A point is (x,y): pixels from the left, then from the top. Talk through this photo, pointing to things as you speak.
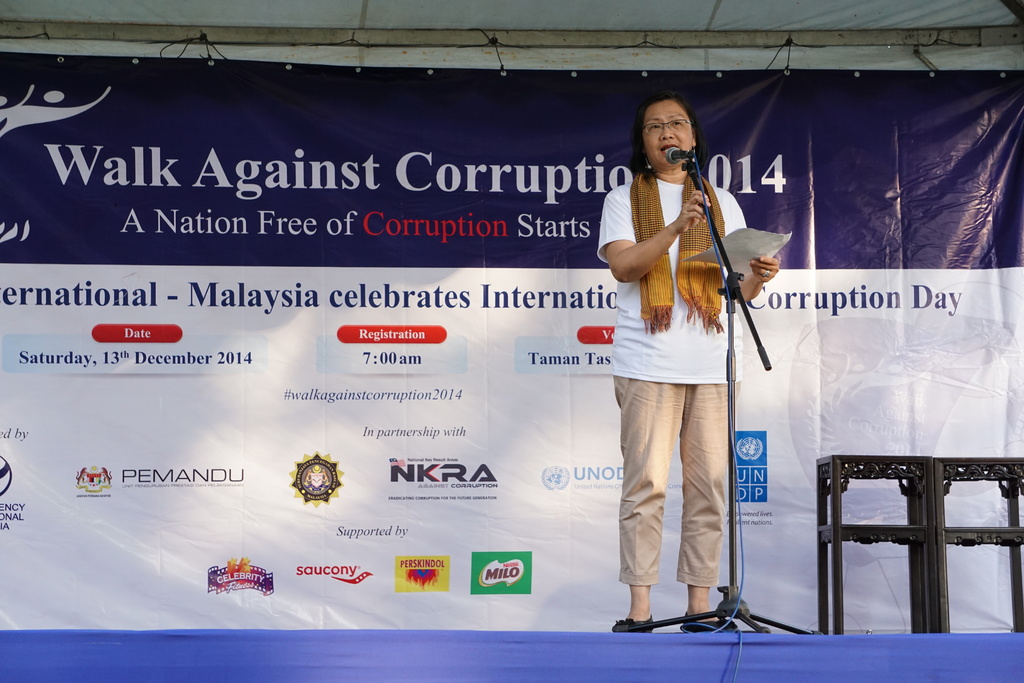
In the center of the image (669,240) we can see there is a woman (607,238) standing on the dais (669,636) holding mic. In the background (867,407) we can see tables (865,466) and an advertisement (477,224).
